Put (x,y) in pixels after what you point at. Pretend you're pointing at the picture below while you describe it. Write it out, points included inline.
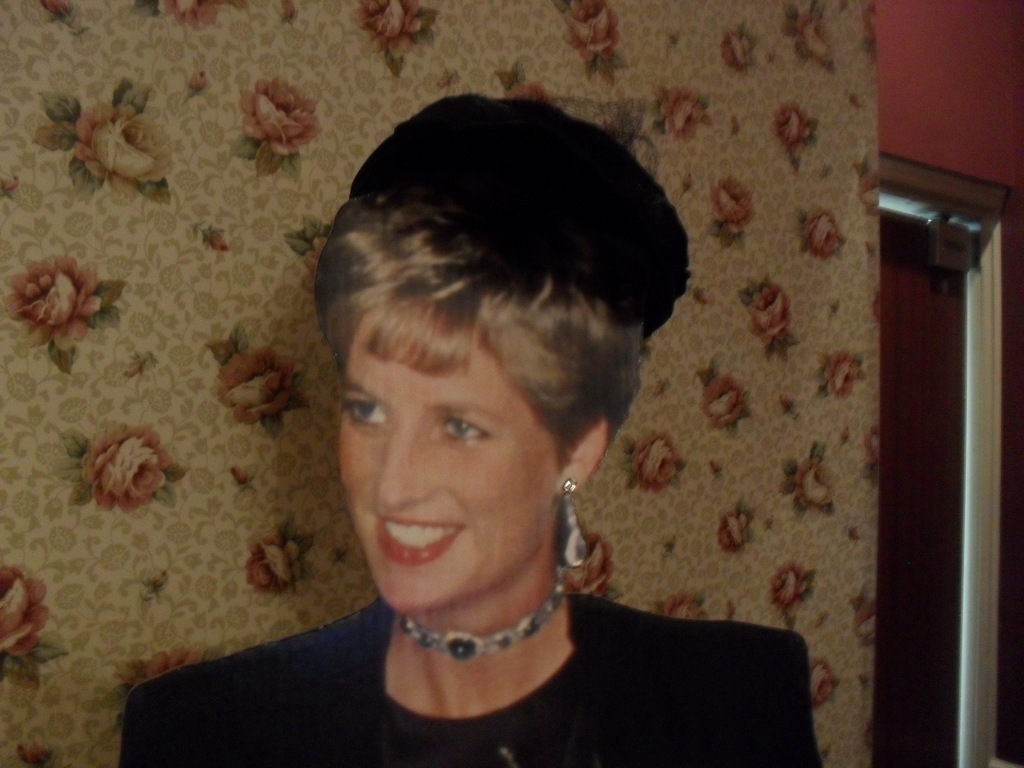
In this picture we can see a woman (512,343) smiling and she wore some jewelry (543,612) like earrings (577,553), chain (476,648) to her neck (429,649) and in the background (204,271) we can see wallpaper (728,155) flowers design (254,107) in it.
